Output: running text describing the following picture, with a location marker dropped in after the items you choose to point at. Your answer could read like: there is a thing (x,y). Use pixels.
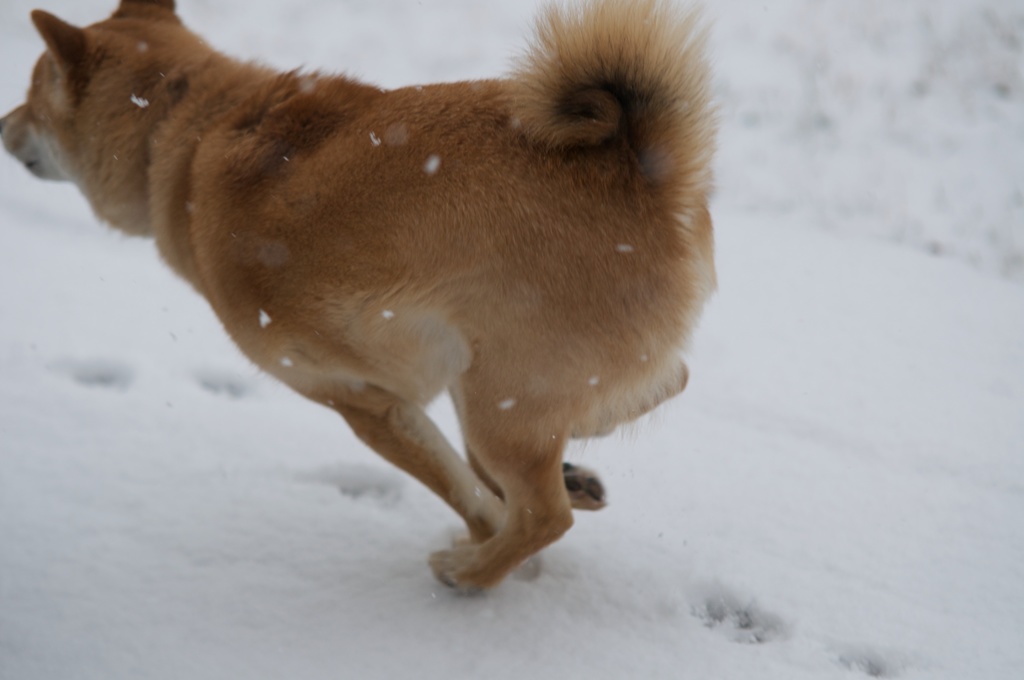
In the image a dog (493,542) is running on snow (877,189).
